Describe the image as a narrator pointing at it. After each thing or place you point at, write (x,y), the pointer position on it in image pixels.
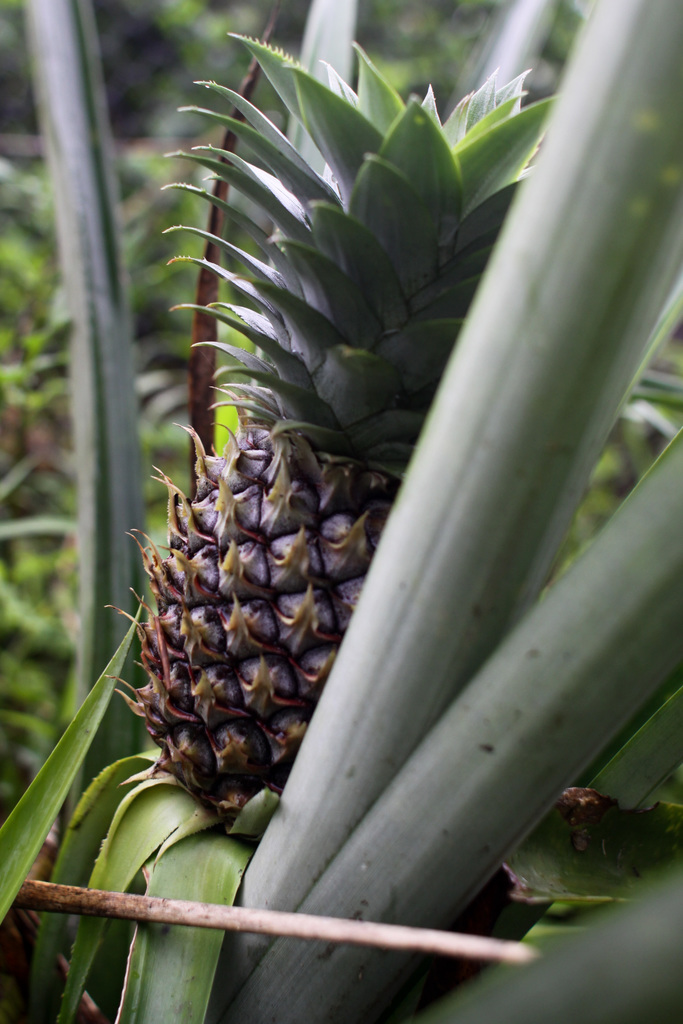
In this image there is a pineapple (189,748) on the tree (399,845). Behind the tree (257,296) there are some trees (127,183).
